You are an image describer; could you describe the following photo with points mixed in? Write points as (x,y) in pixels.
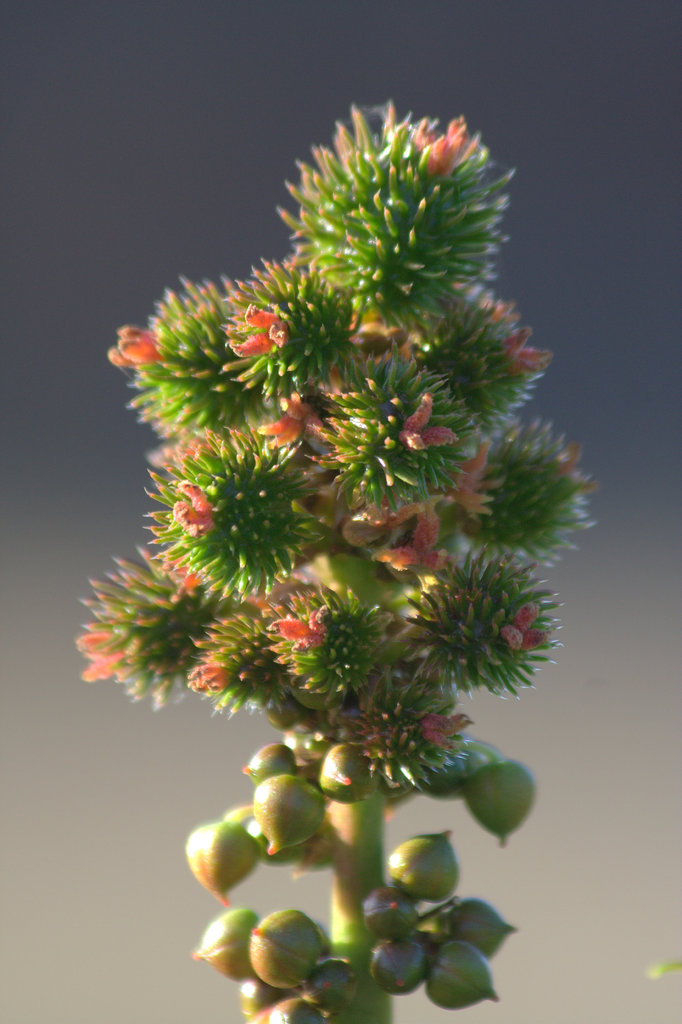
Here I can see a stem (363,836) along with the flowers (285,329) and buds (421,873). The background (589,809) is blurred.
